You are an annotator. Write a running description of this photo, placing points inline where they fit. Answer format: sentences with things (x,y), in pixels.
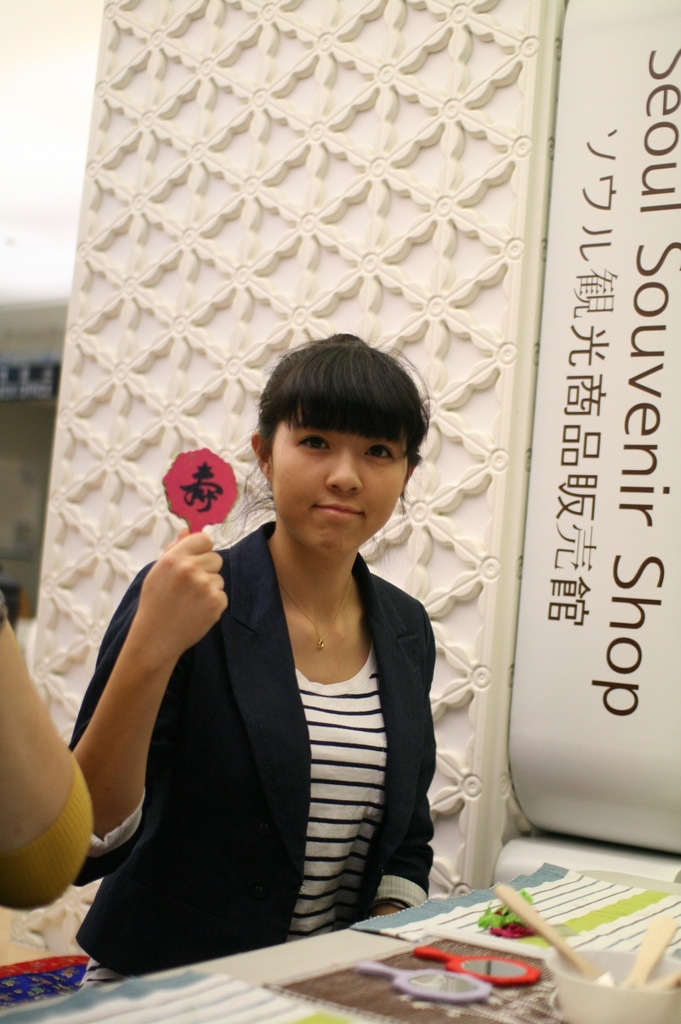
In this picture we can see few people (186,677), in the middle of the image (314,633) we can see a woman (242,645), she is holding a mirror (186,495), in front of her we can find a bowl (587,989), few mirrors (430,993) and other things (464,899) on the table (326,956), beside to her we can see a hoarding (562,450).
